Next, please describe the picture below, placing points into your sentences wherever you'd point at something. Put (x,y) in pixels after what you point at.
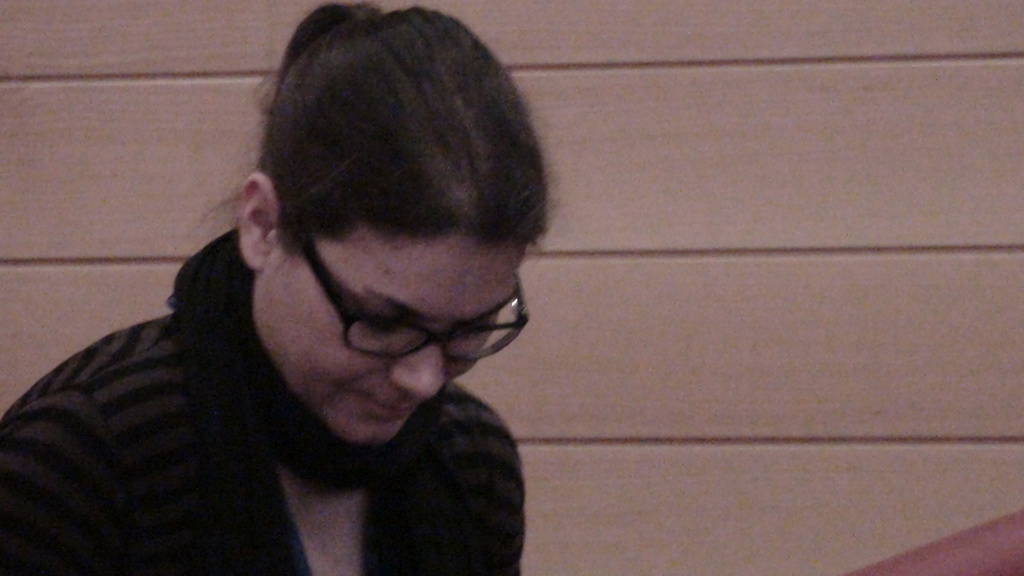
In this image I can see a woman (315,294) in the front (422,348) and I can see she is wearing a specs (392,343). In the background (592,141) I can see the wall (710,294) and on the bottom right side of the image (967,563) I can see a brown colour thing (1015,551).
